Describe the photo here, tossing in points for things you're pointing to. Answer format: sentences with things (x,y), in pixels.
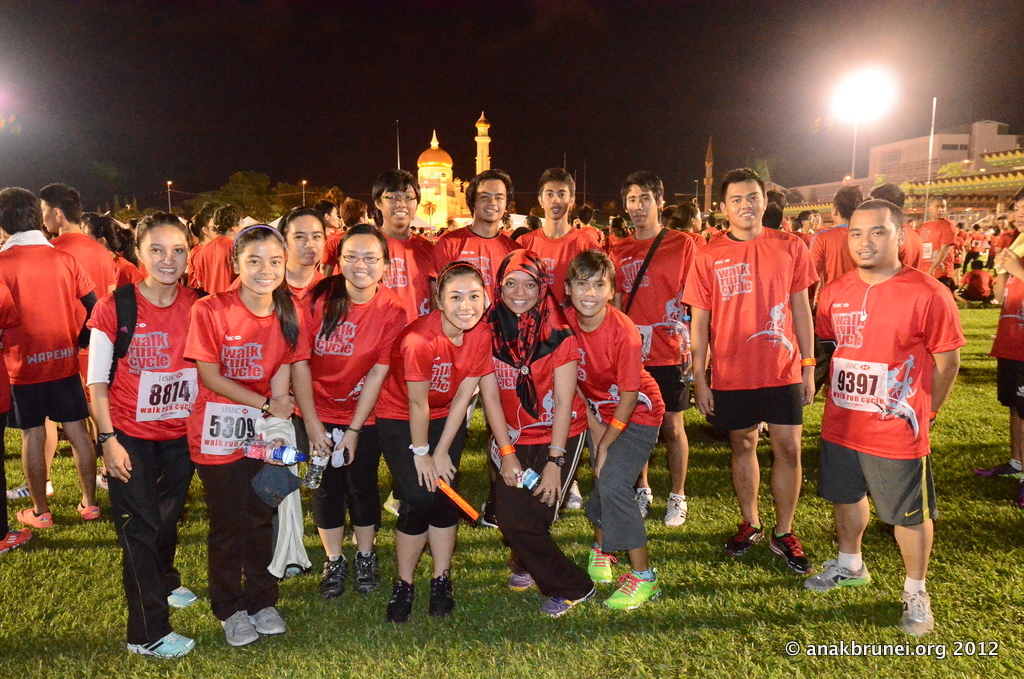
In this picture we can see a group of people (525,367) standing on the grass (352,579). We can see some people (113,513) are holding objects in their hands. There are a few poles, lights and buildings (963,148) in the background (963,148). We can see some objects (982,178) on the right side (987,165). There is the dark view (326,55) visible on top of the picture (531,59).
